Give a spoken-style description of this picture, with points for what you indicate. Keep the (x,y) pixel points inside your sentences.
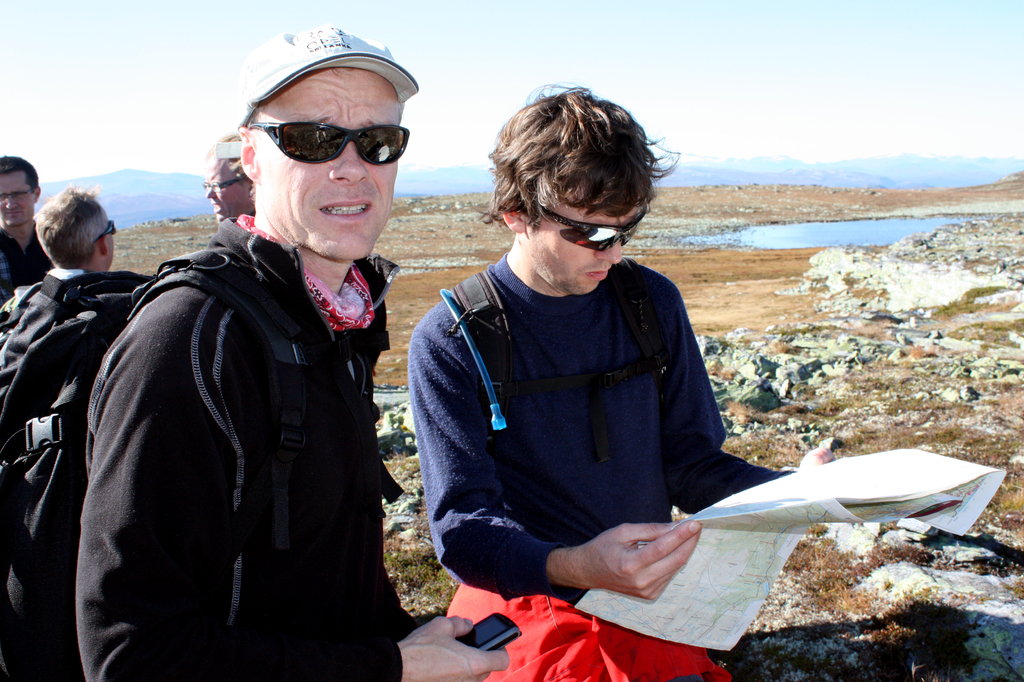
In the center of the image (463,436) there are people (259,388) standing. In the background of the image (760,168) there are mountains (701,183). There is water (877,230). At the bottom of the image (941,597) there are stones (951,589).
